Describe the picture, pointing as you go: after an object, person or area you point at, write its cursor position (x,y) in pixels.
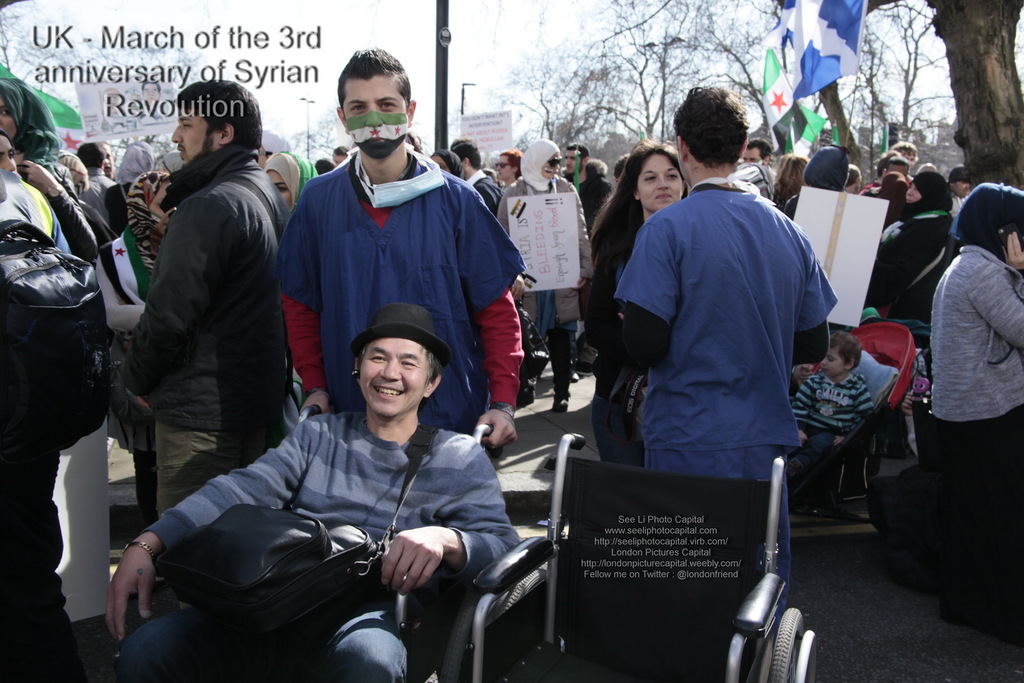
In this picture we can see a group of people (35,500) where some are standing on the ground (870,529) and some are sitting on chairs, banners (864,204), flags (832,29), trees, poles (440,103) and in the background (550,106) we can see the sky (501,58).
